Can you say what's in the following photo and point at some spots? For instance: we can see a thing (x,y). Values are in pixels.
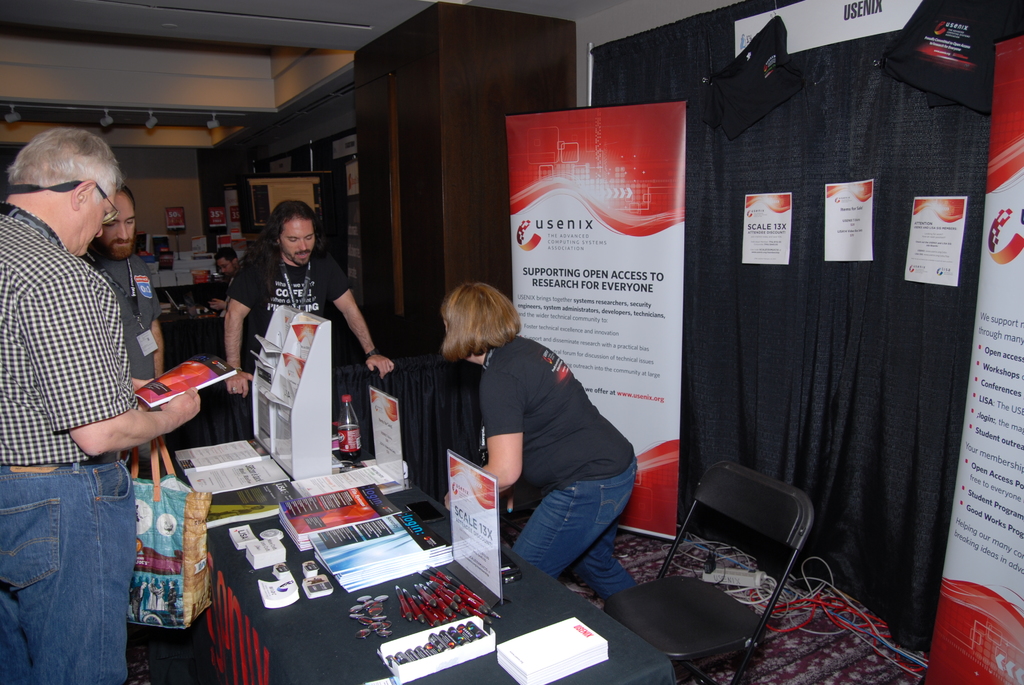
In this image, we can see few people (59,524). Here a person (26,506) is holding a book (169,386). At the bottom (292,647), we can see a desk (295,660). So many things (351,516) and objects (377,553) are placed on it. Here there is a chair (692,623). Background (1005,604) we can see banners (681,353), posters (833,214), curtain (795,145), some objects (161,267), wall (178,173).
